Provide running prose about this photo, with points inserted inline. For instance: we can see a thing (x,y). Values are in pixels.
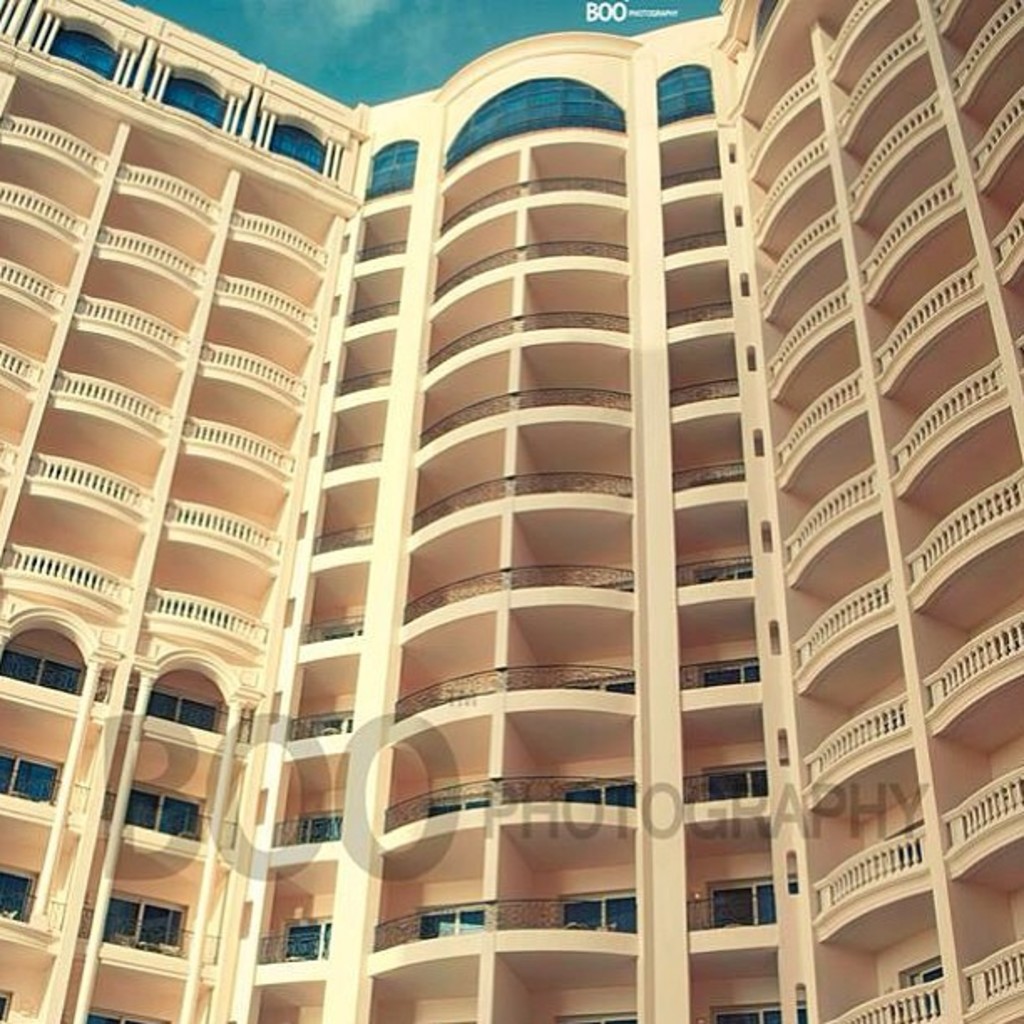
In this image I can see a building (499,572) which has windows (20,672), balconies (420,661) and other objects (396,382). I can also see watermarks (301,773) on the image.
